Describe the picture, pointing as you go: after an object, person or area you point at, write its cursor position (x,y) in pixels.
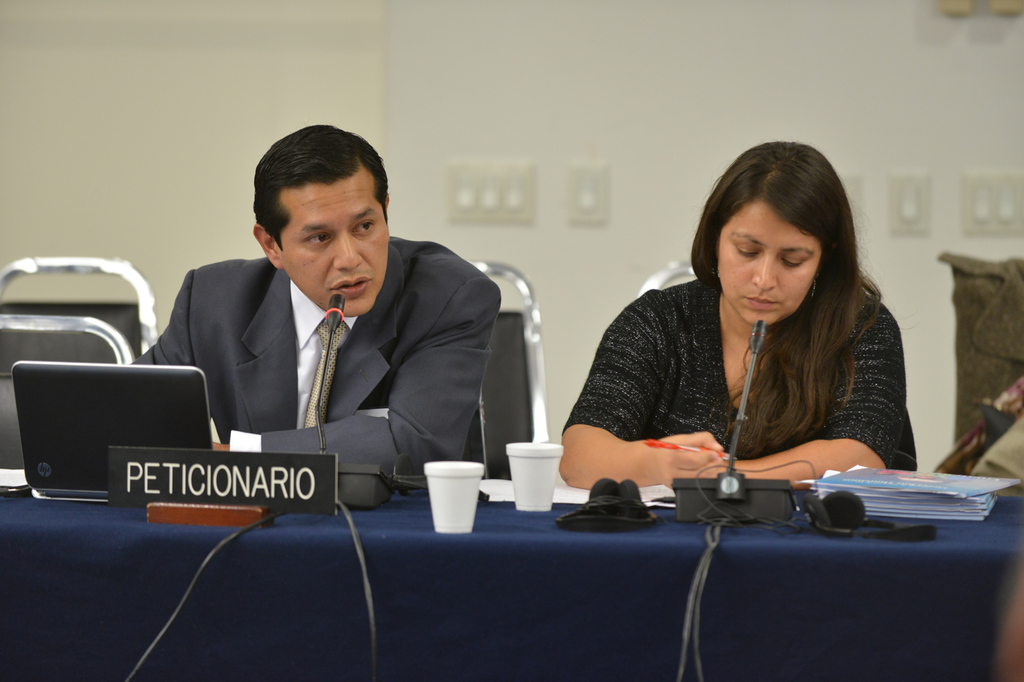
This image is taken indoors. In the background (529,100) there is a wall (896,115) with a few switch boards (523,176). At the bottom of the image (318,561) there is a table (92,582) with a table cloth (390,594), a name board (259,462), two glasses (471,486), mics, a laptop (144,438), a few papers (979,500) and a few things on it. In the middle of the image (402,311) a man (435,343) and a woman (705,373) are sitting on the chairs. On the left side of the image (61,328) there is an empty chair (92,325). On the right side of the image (987,333) there is a cloth (988,438) on the chair (976,341).
